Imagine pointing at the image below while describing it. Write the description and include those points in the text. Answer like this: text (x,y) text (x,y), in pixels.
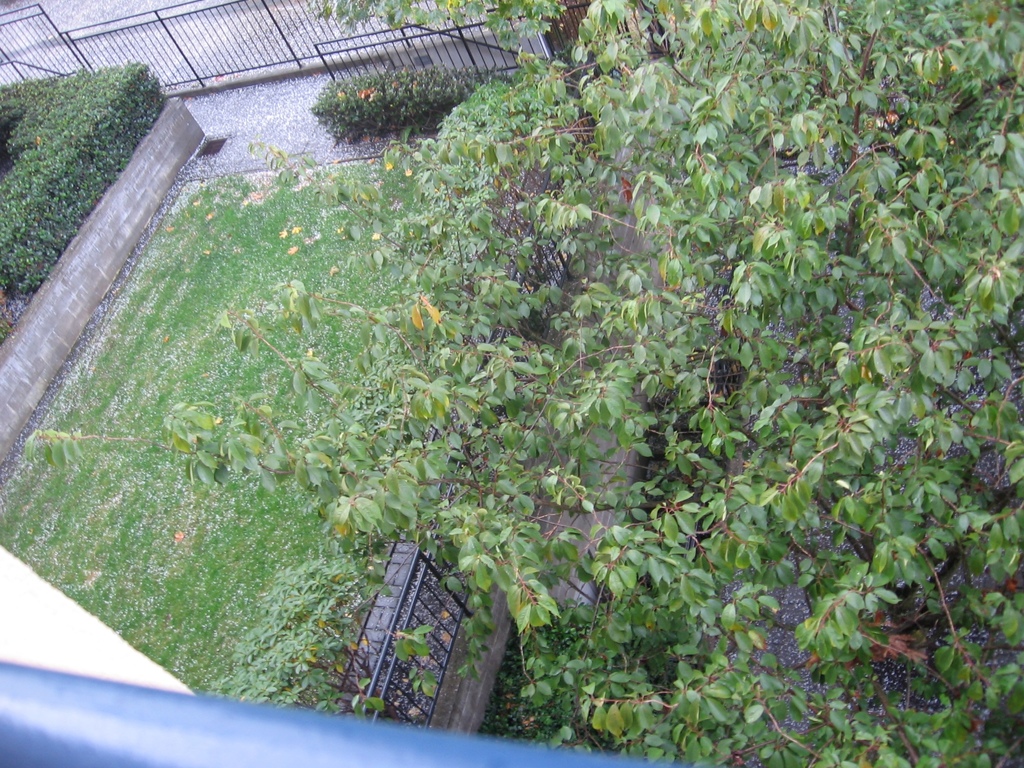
At the bottom of the picture (359,732), we see a blue color rod (544,746). On the right side (893,318), we see the trees (720,399). In the middle (495,335), we see the iron railing (391,626), shrubs (262,632) and the grass (305,532). On the left side (84,97), we see the shrubs (84,97). At the top (111,104), we see the iron railing (337,64) and the plants (383,78).
